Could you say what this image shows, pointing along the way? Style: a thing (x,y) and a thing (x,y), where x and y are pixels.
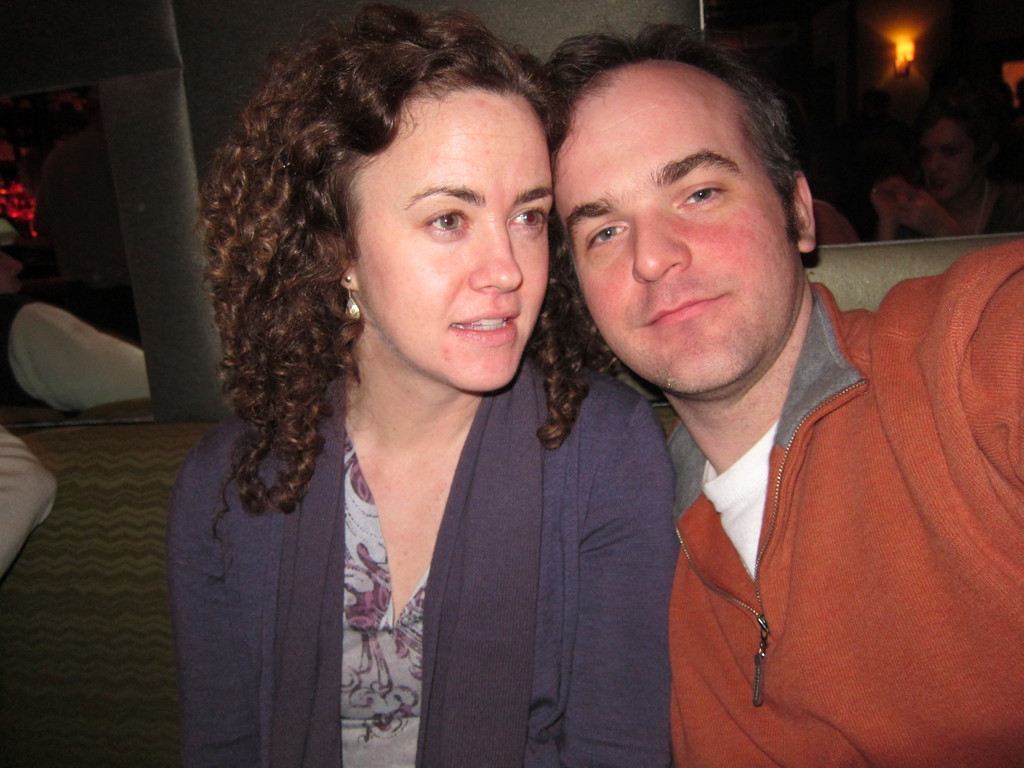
In the center of the image (577,479) we can see two persons (731,557) are sitting and they are in different costumes (686,496) and we can see they are smiling. In the background (974,188) there is a wall (516,30), light (910,42), few people (974,188) are sitting and a few other objects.
